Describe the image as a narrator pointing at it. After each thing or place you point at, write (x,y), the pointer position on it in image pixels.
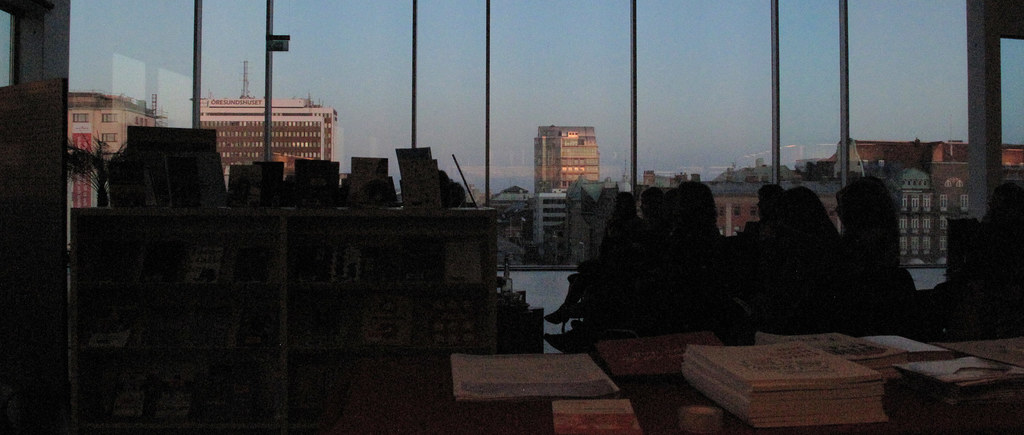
Right side of the image (863,237) there are few persons (747,262) sitting on the chairs (763,326). Left side (205,255) there is a rack (210,354) having few books (193,270). Right bottom there is a table (684,409) having few books (747,410) on it. Background (619,129) there is a glass wall (607,138). From which few buildings (519,220) and sky (551,76) are visible.
